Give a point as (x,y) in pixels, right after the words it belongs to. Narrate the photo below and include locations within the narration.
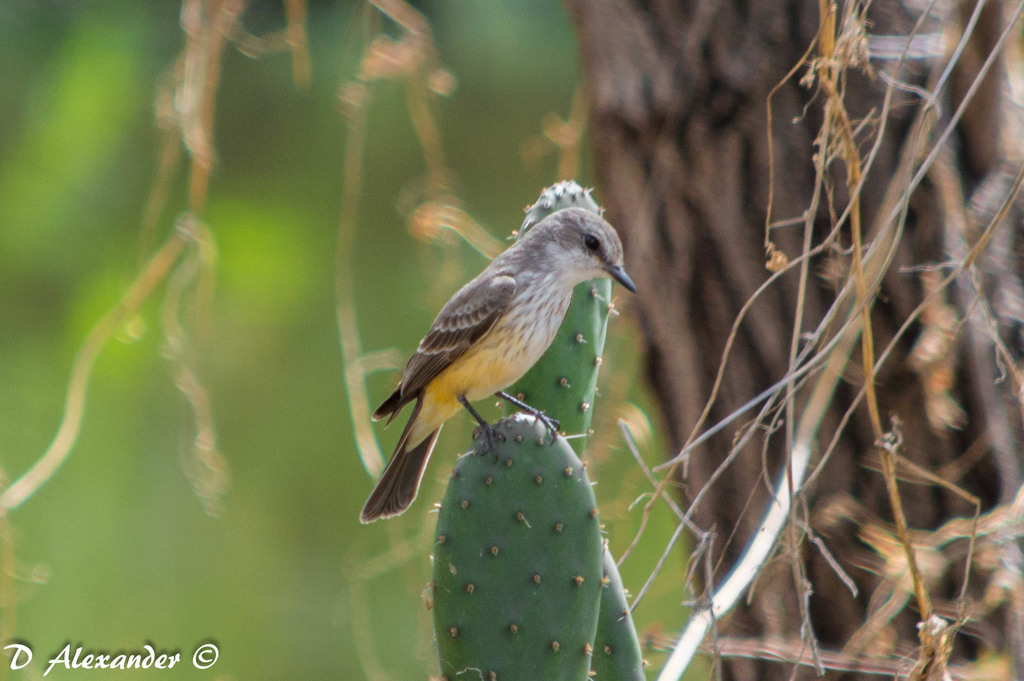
In this picture we can see a small brown color bird (529,358) sitting on the cactus plant (527,531). Behind there is a blur background (856,80) with tree trunk (893,133) and dry leaves (911,554).
